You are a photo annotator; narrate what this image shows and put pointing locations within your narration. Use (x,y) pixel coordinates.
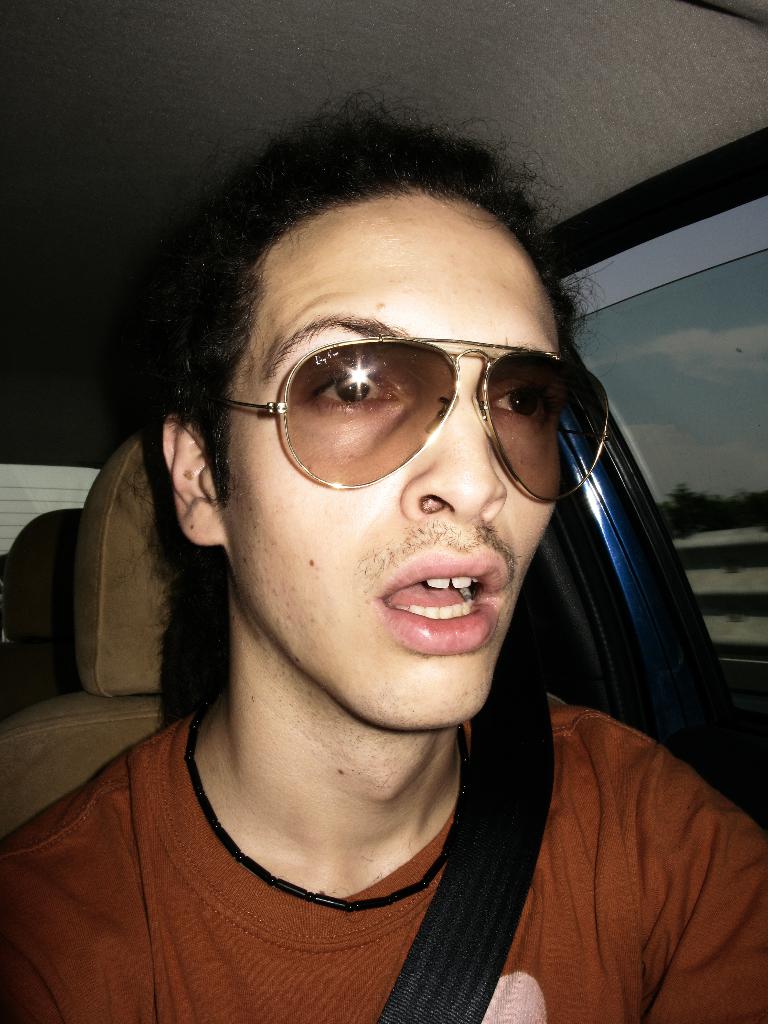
In this image we can see a person (385,549) with goggles (380,412) is sitting inside a vehicle (163,184).
